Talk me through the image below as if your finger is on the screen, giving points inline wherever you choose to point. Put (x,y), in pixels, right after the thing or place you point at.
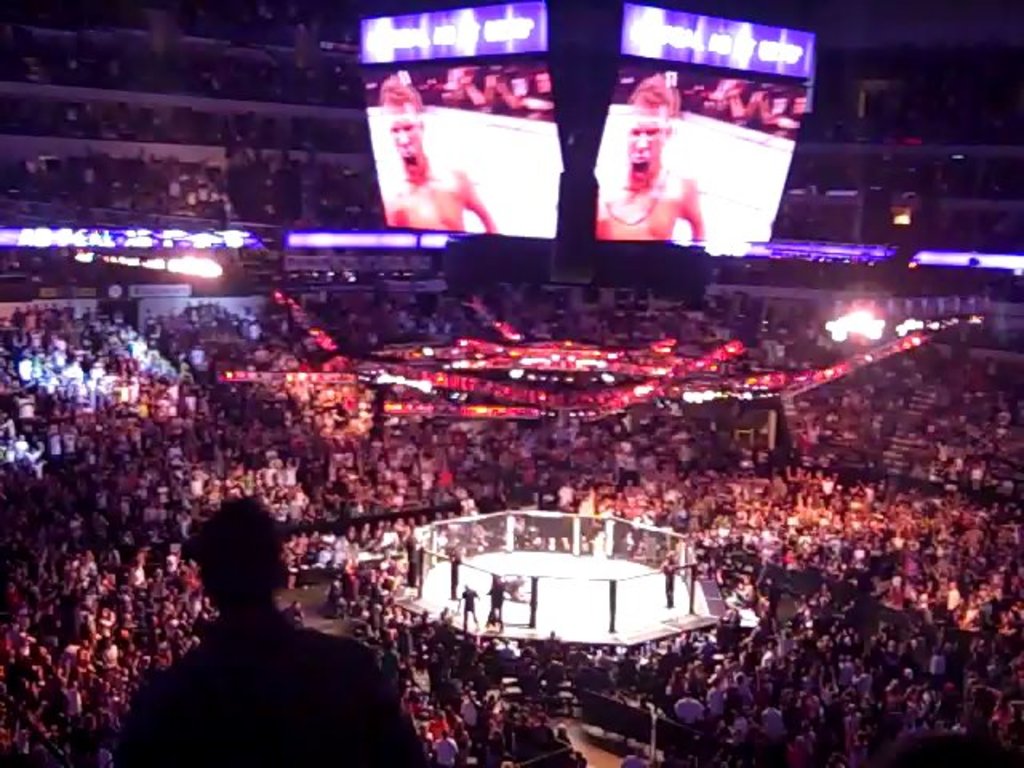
There are groups of people (966,570) standing and sitting. This looks like a boxing ring (621,539). There are two screens (535,141) hanging to the roof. These are the lights (170,260).
